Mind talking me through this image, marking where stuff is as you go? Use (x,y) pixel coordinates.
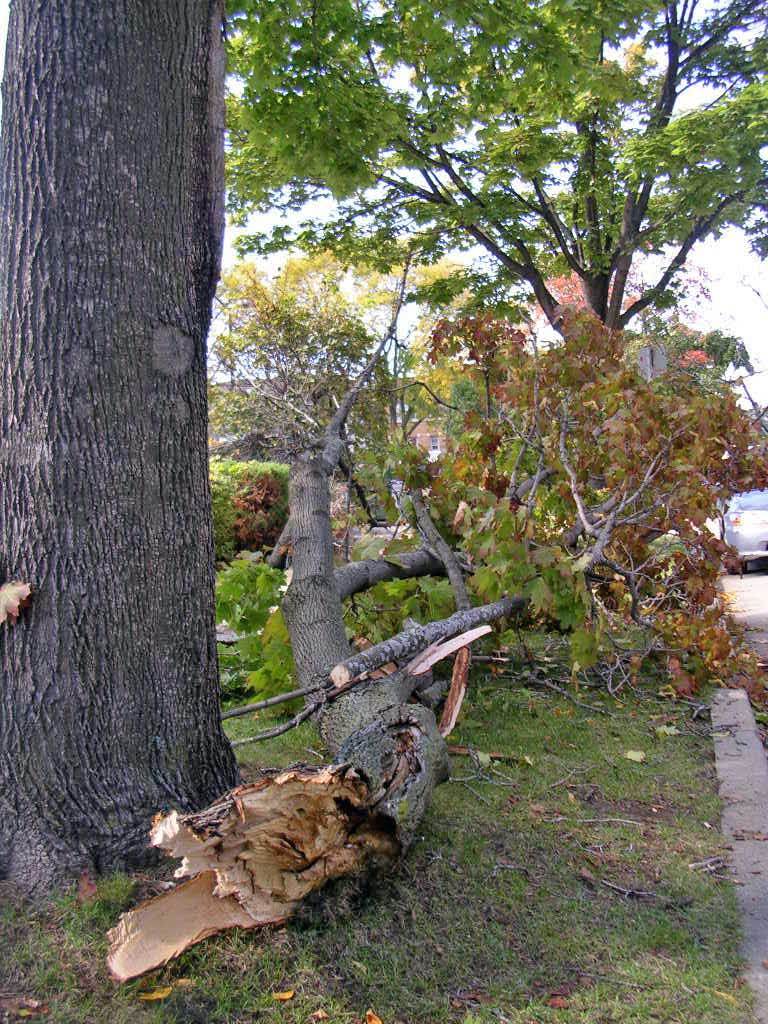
There are trees (370,598) present on a grassy land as we can see in the middle of this image (491,506) and the sky (522,283) is in the background (556,295). It seems like a car (727,535) on the right side of this image (747,557).
